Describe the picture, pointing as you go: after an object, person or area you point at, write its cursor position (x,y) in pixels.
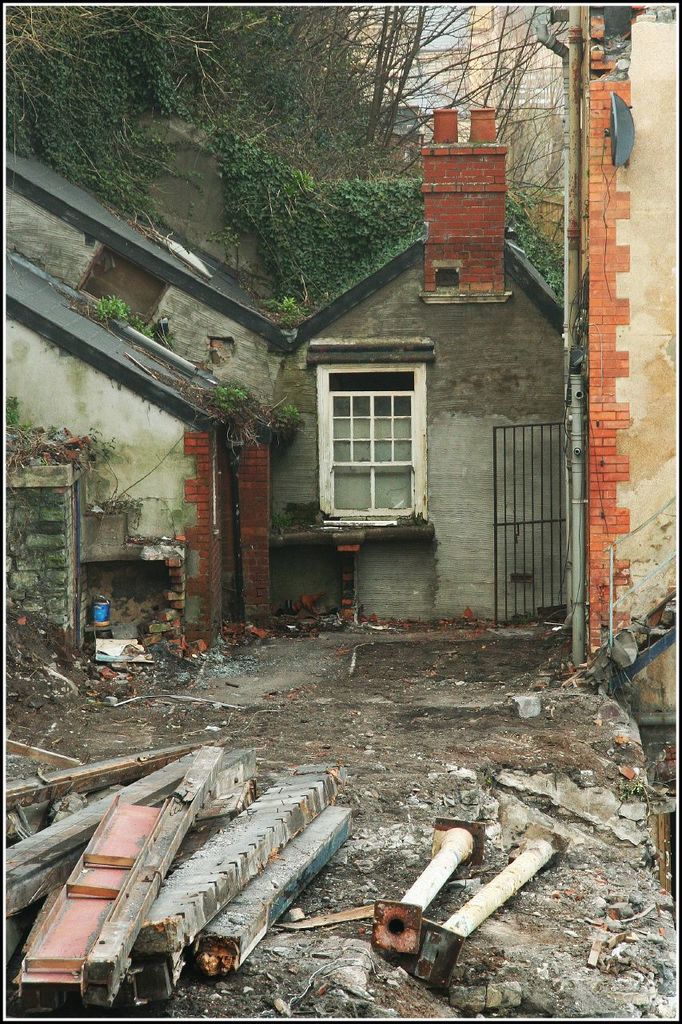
In the center of the image (320,537) we can buildings (359,367) with windows (334,371), roof (122,362). On the right side (532,513), we can see a gate (532,513), pipe (580,509) and staircase (647,648). In the foreground (488,898) we can see poles (470,902) and wood logs (226,898) placed on the ground (369,927). In the background (526,73), we can see a group of trees (460,15) and the sky (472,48).
